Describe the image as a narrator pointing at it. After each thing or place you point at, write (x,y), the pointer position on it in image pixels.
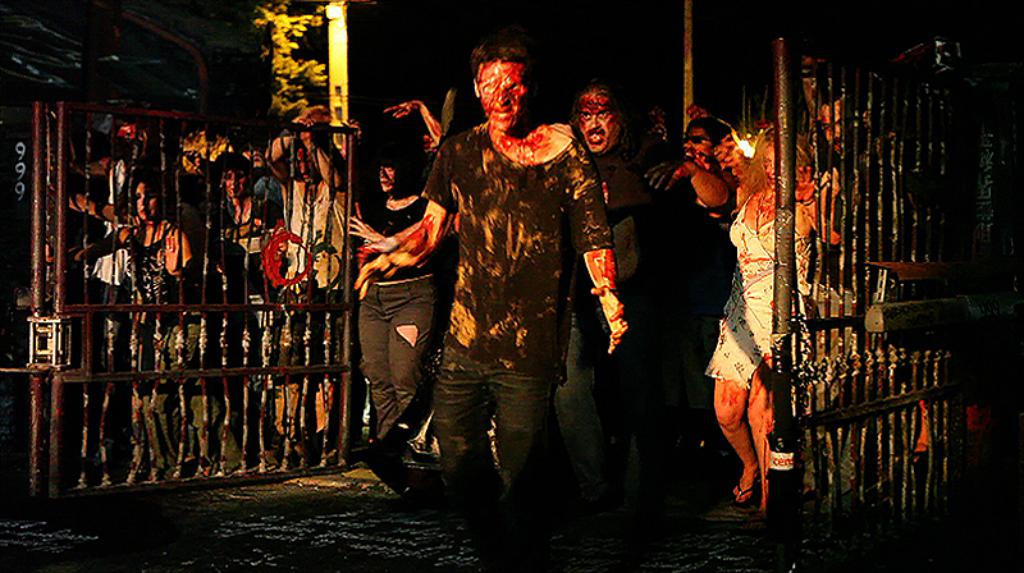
In the image we can see the gate (851,236) and a few people (606,286) are standing and they are in different costumes (411,203). And we can see one tree (287,87), poles (338,58) and light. And we can see the dark background (370,115).
